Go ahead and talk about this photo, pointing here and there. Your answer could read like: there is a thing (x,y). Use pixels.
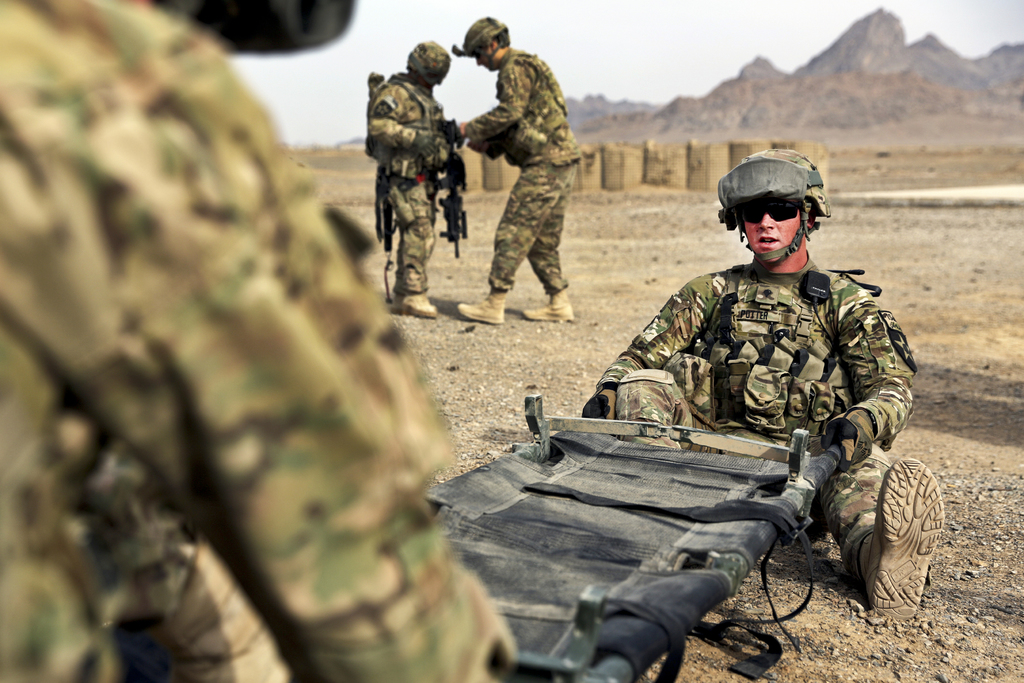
This is an outside view. In this image I can see four men (500,245) wearing uniforms (330,234) and caps (438,56) on their heads (429,83). Two men (793,363) are holding a black color object (586,537) in their hands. Two men (430,170) are standing and holding the guns (444,235). In the background (682,163) there is a wall (600,159) and mountains (813,61). At the top of the image (671,37) I can see the sky (686,34).
